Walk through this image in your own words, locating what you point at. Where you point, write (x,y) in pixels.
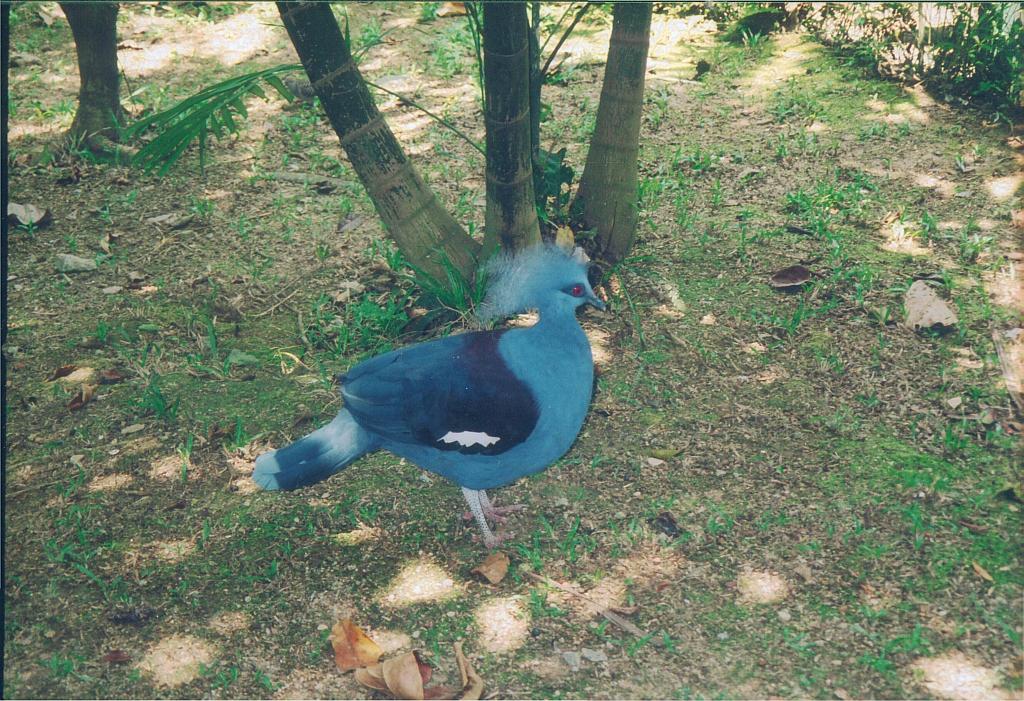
In this image I can see in the middle (520,423) there is a bird (497,421), at the back side (422,196) there are trees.
